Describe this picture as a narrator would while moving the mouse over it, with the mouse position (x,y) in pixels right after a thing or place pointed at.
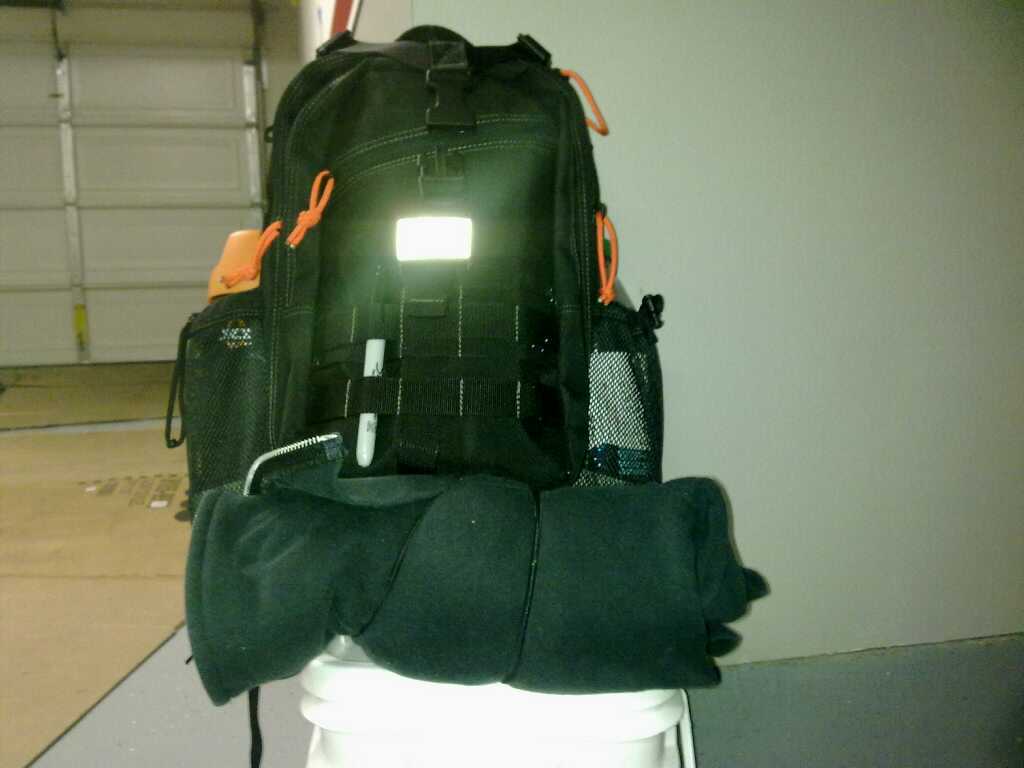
This is the picture of a black bag (420,282) under the bag (420,282) there is a blanket (428,527) and bucket (460,715). Background of this bag (456,296) is a white wall (753,276).
